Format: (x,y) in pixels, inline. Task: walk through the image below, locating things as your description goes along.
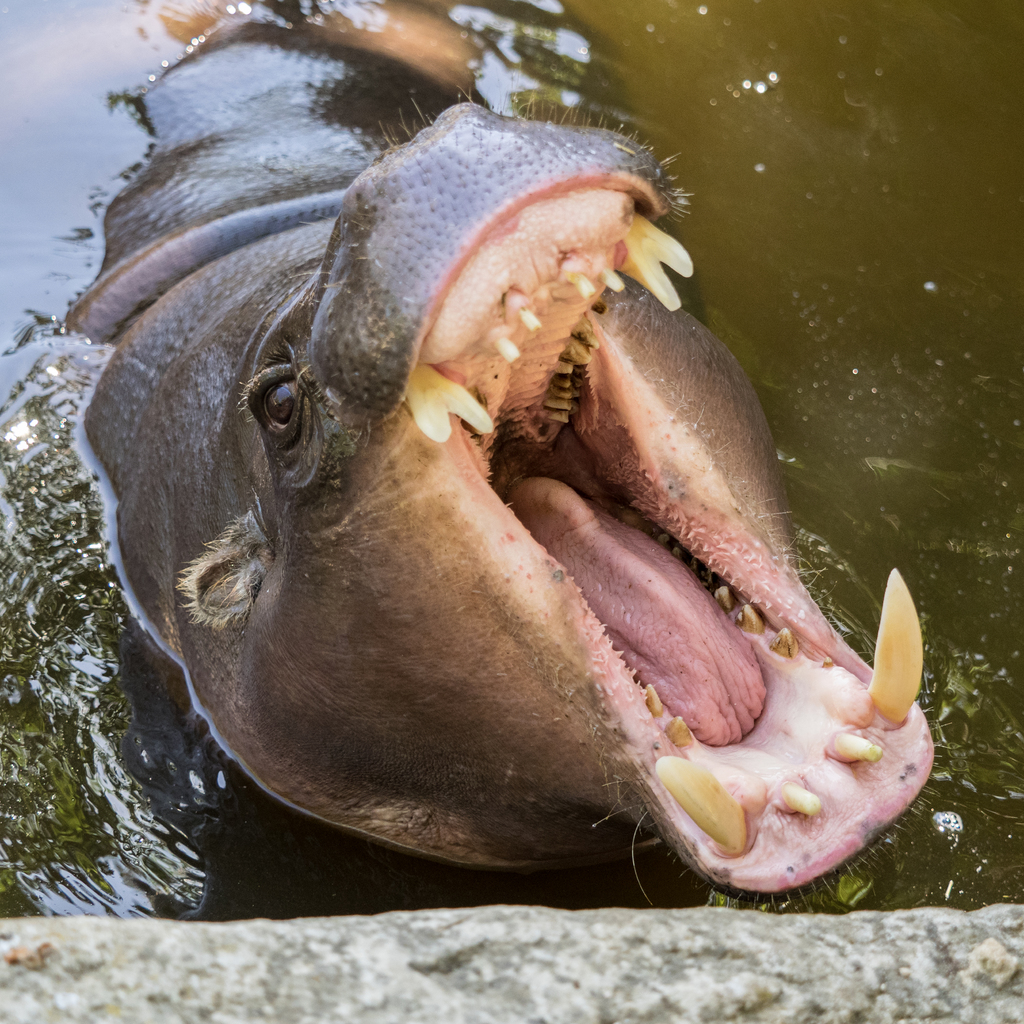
In this image I can see the hippopotamus (217,336) which is in black color. It is in the water (870,345). To the side I can see the rock (571,952).
